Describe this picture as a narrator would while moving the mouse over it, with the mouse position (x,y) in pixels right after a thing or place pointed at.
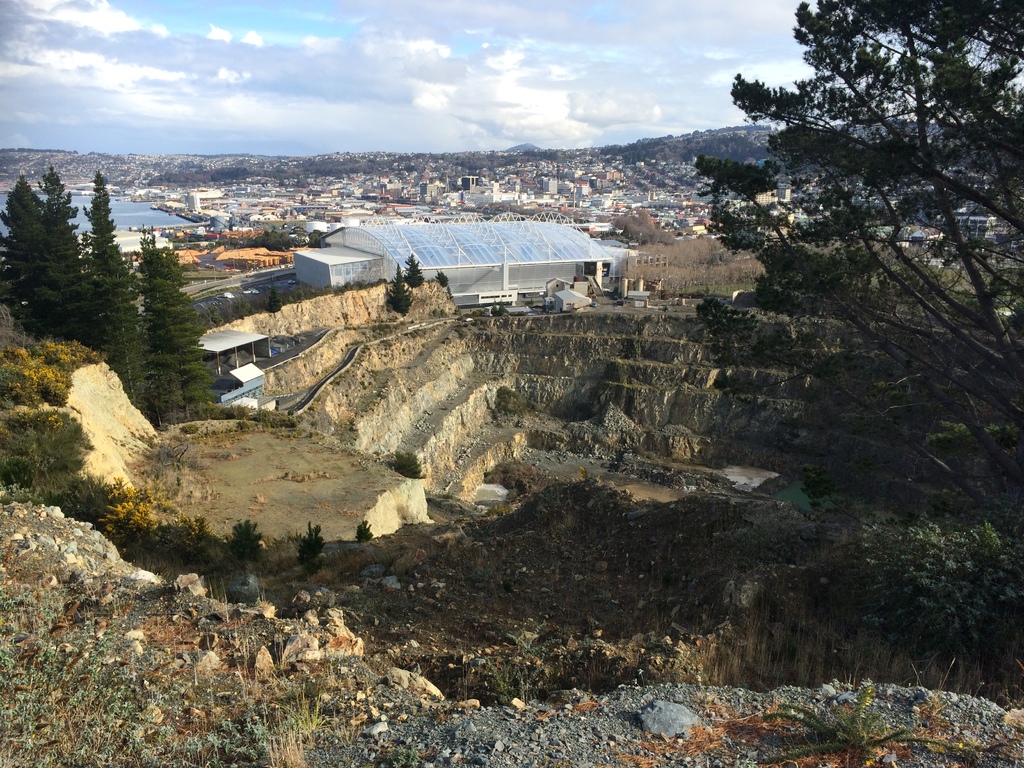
In this image we can see so many buildings (486,289), there are some trees (59,209), water (147,221), plants (282,554), mountains (738,148), stones (50,540) and the wall (590,361), in the background (623,129) we can see the sky (696,119) with clouds (696,119).
